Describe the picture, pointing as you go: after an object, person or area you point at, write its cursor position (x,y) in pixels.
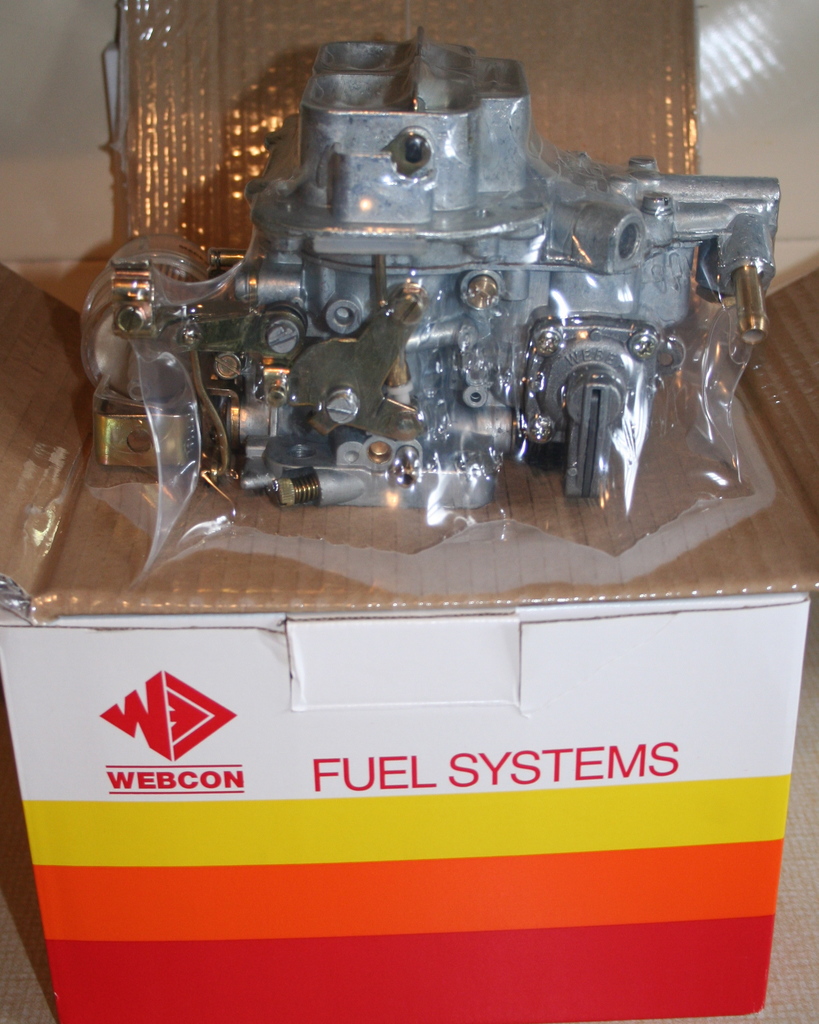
This looks like a machine (313,355), which is covered with a plastic cover (530,509) and is placed above the cardboard box (393,541). I can see the logo (166,742) and letters (367,773) printed on the cardboard box (487,844). In the background (754,132), that looks like a wall (51,21).
